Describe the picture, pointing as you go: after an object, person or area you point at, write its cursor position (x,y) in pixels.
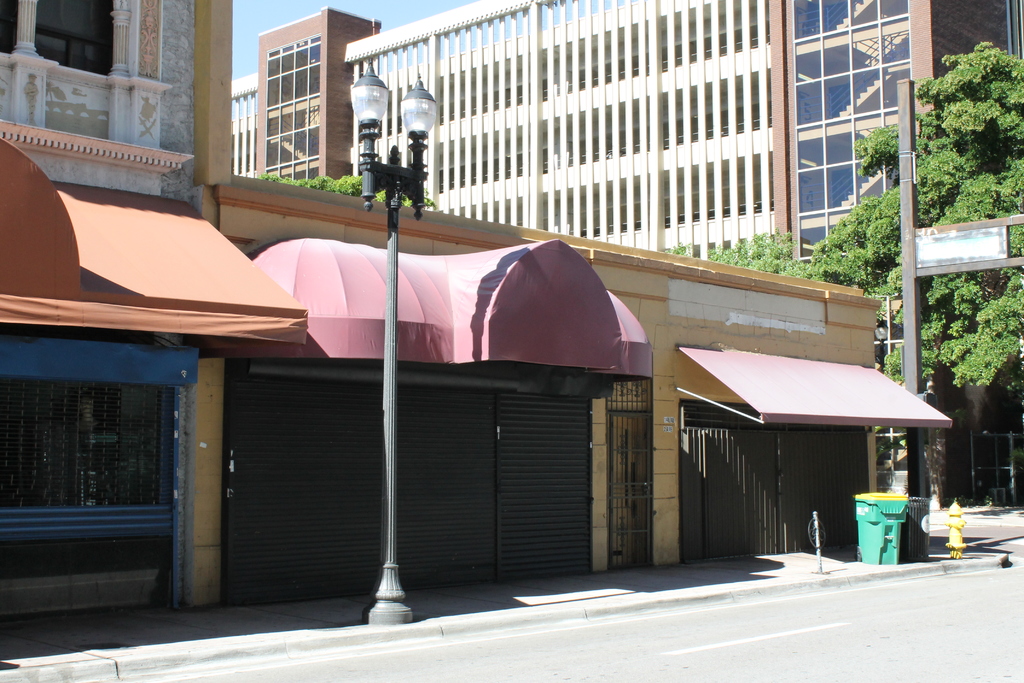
There is a road (608,682). Near to the road (499,641) there is a sidewalk (289,602). On the sidewalk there is a street light pole (393,403), dustbin (924,509) and a pole (915,364). Near to that there are buildings (614,449) with shutters (363,368). In the back (800,210) there are trees (353,187) and buildings (604,73).
